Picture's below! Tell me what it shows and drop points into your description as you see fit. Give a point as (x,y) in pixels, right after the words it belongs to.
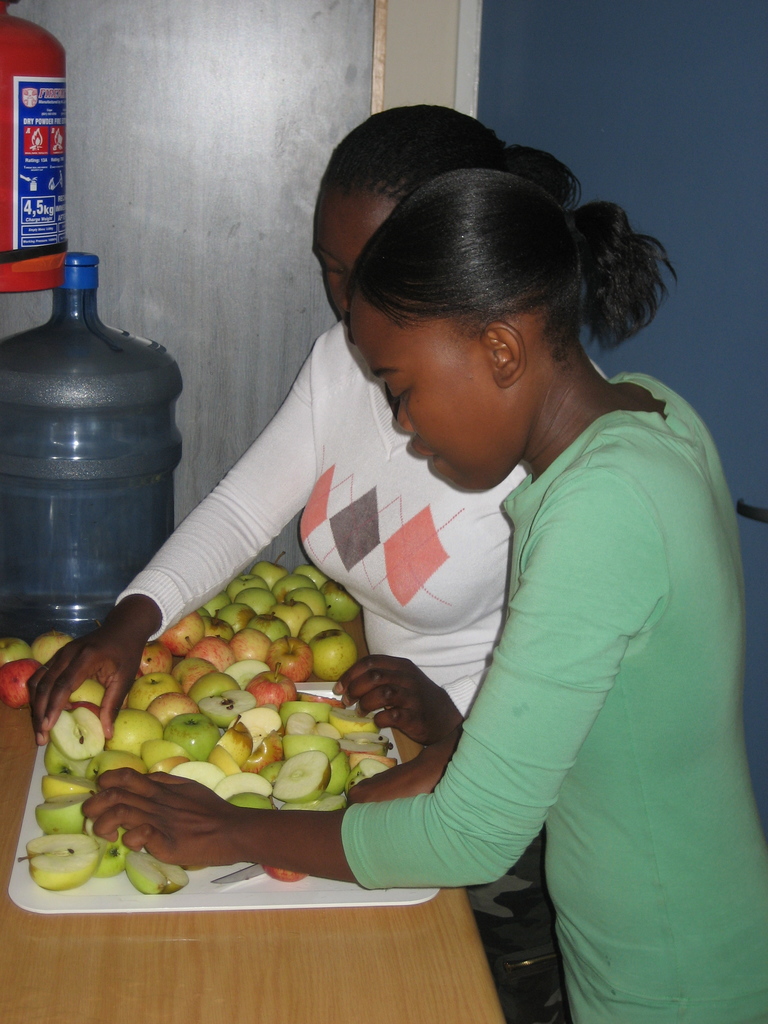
In this image we can see a two woman (721,1002) and the woman (534,280) on the right side (523,280) is cutting apples (179,868). This is a wooden table (262,961) where a plate (220,899) full of apples (203,763) kept on it and this is a water can (88,464). There is a fire extinguisher (26,114) on to the wall (96,131) which is on the left side (2,256).
